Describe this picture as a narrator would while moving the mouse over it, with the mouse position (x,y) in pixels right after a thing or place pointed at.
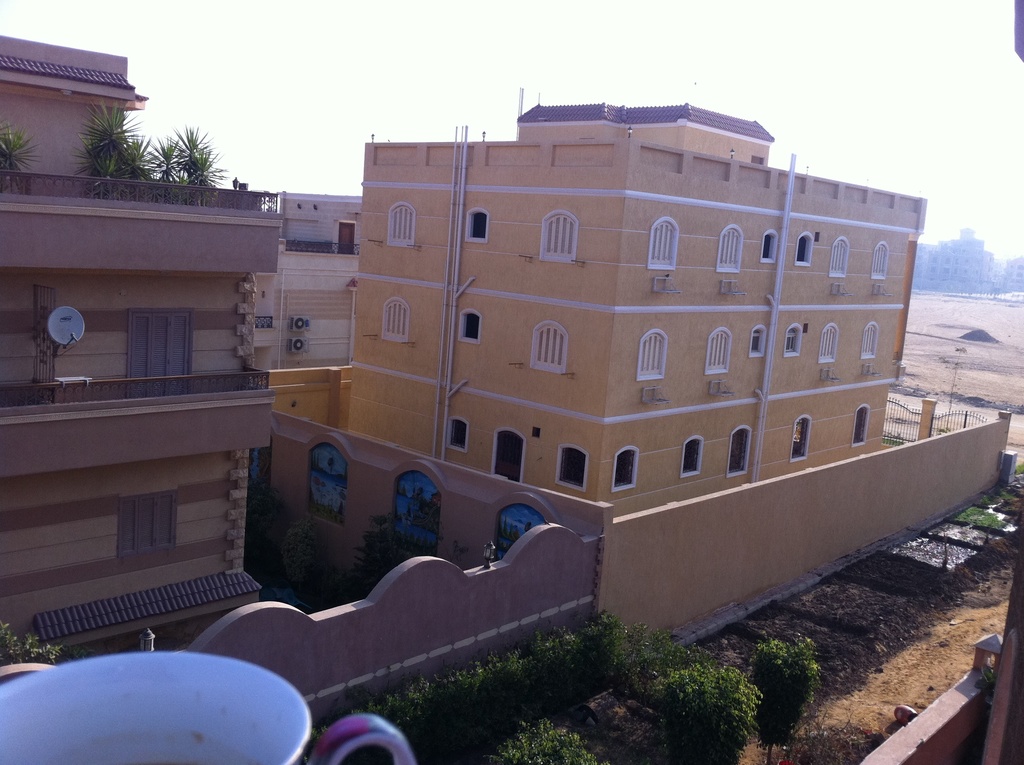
In this picture we can see few trees (117,158), buildings (363,348), lights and few pipes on the walls (629,306), in the bottom left hand corner (257,665) we can see a cup (152,696).
